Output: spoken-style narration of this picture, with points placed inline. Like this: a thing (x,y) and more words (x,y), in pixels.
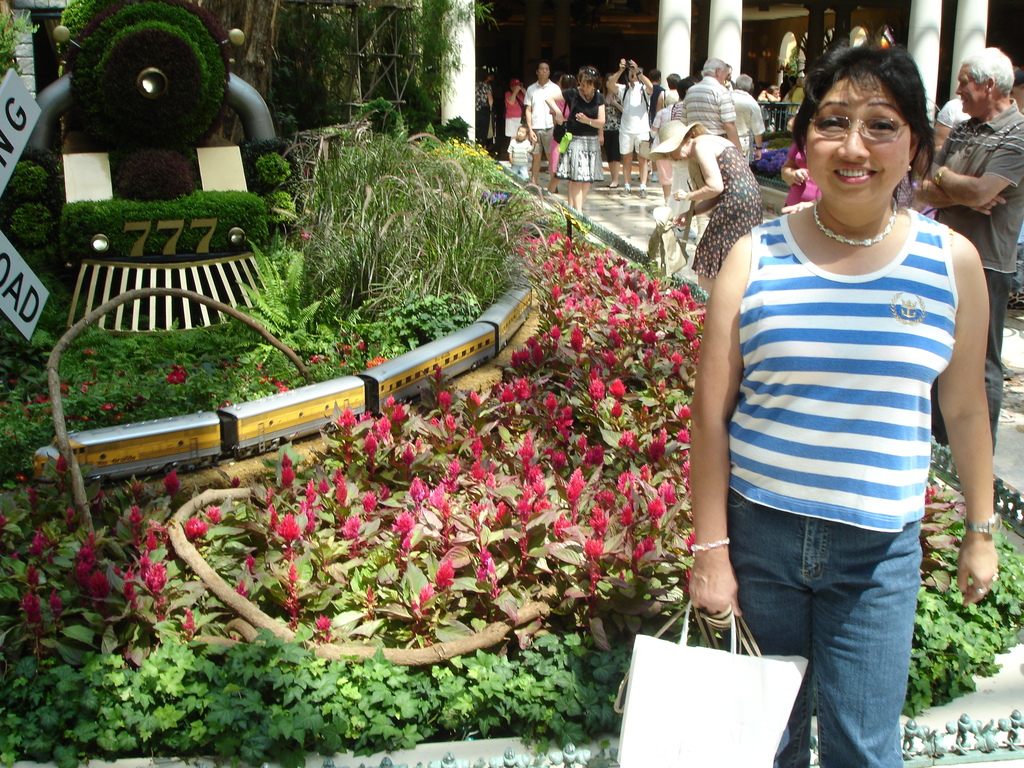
In this image i can see there are group of people (698,155) standing inside of the building (684,190) and on the right side (774,362) i can see a woman (883,449) wearing a blue and white color t-shirt (833,350), she is smiling, she is wearing a spectacles (842,124) and her right hand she holding a carry bags (681,707) and there are some bushes (397,642). on the bushes (269,394) there is a train (138,429) and there is a grass (395,181) and there are some trees (338,21), there are some flowers (447,584) on the bushes (425,579).
